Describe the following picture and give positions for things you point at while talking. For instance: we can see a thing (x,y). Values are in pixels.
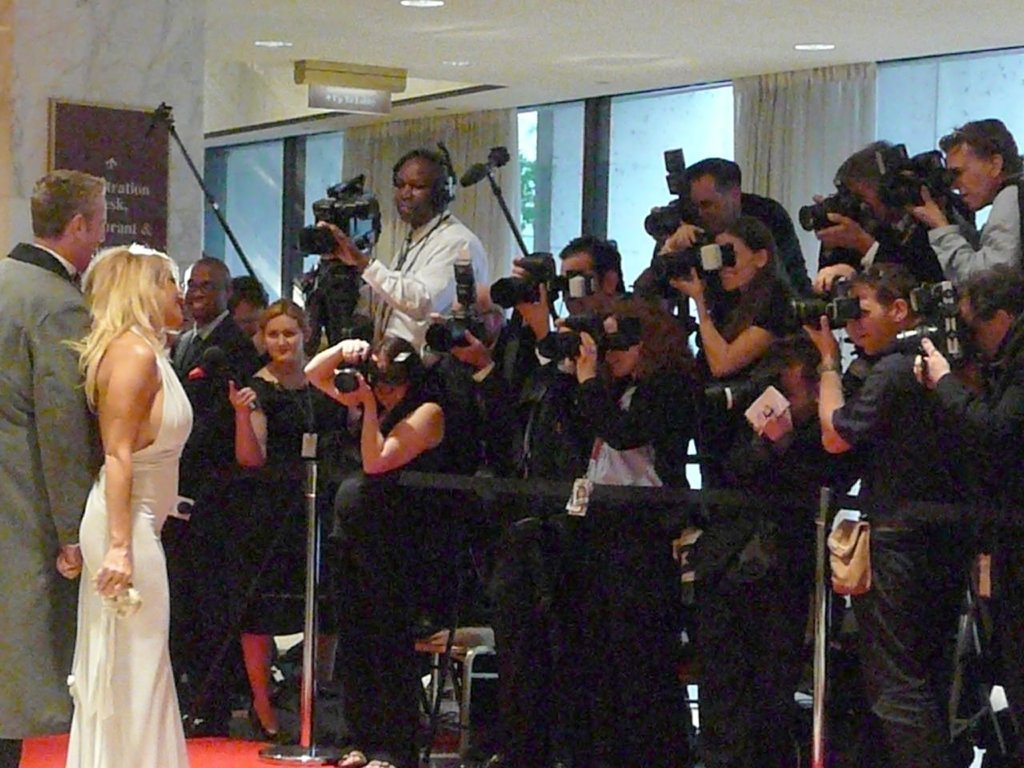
In the picture we can see a man (62,248) and a woman (155,444) standing, and many people (590,721) are capturing them with cameras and in the background (43,116), we can see a wall (34,127) with a glass window (213,235) and a curtain (471,121).
